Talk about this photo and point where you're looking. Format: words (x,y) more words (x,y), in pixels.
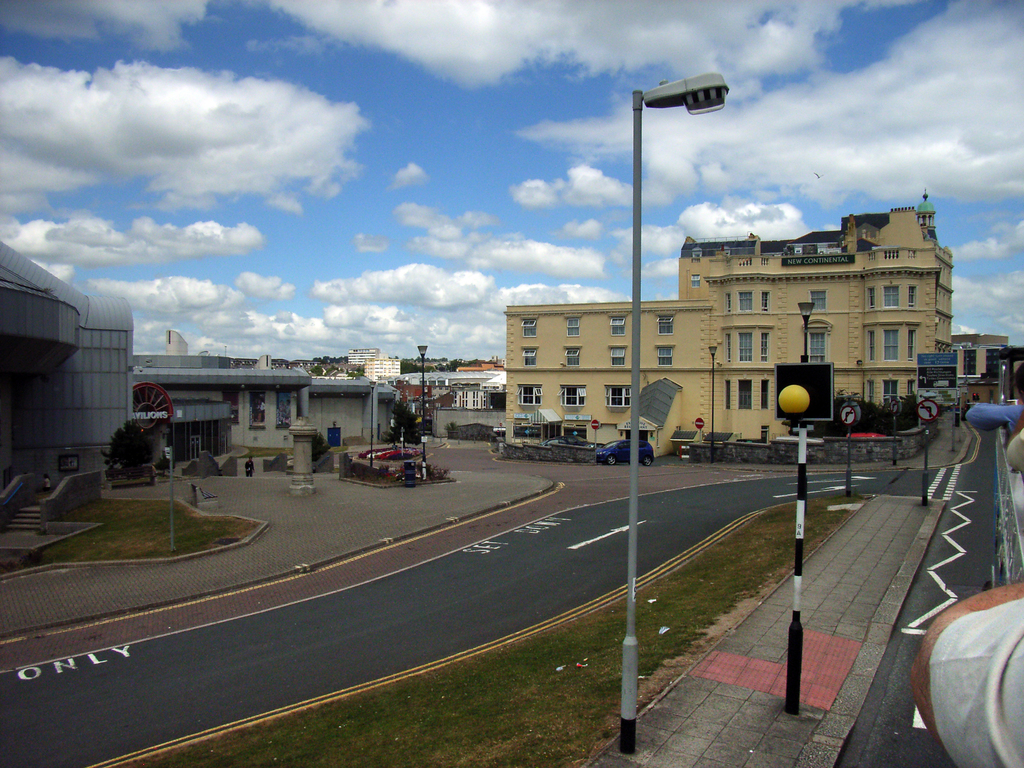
This image is clicked on the roads (381,603). To the right (1002,524), there is a bus (1003,575) on which there is a person (1002,618) sitting. At the bottom (378,686), there is road (315,635). To the left (195,425), there is a building (208,434) along with poles (424,457) and plant (398,466). At the top (559,149), there are clouds (525,261) in the sky (538,215).
